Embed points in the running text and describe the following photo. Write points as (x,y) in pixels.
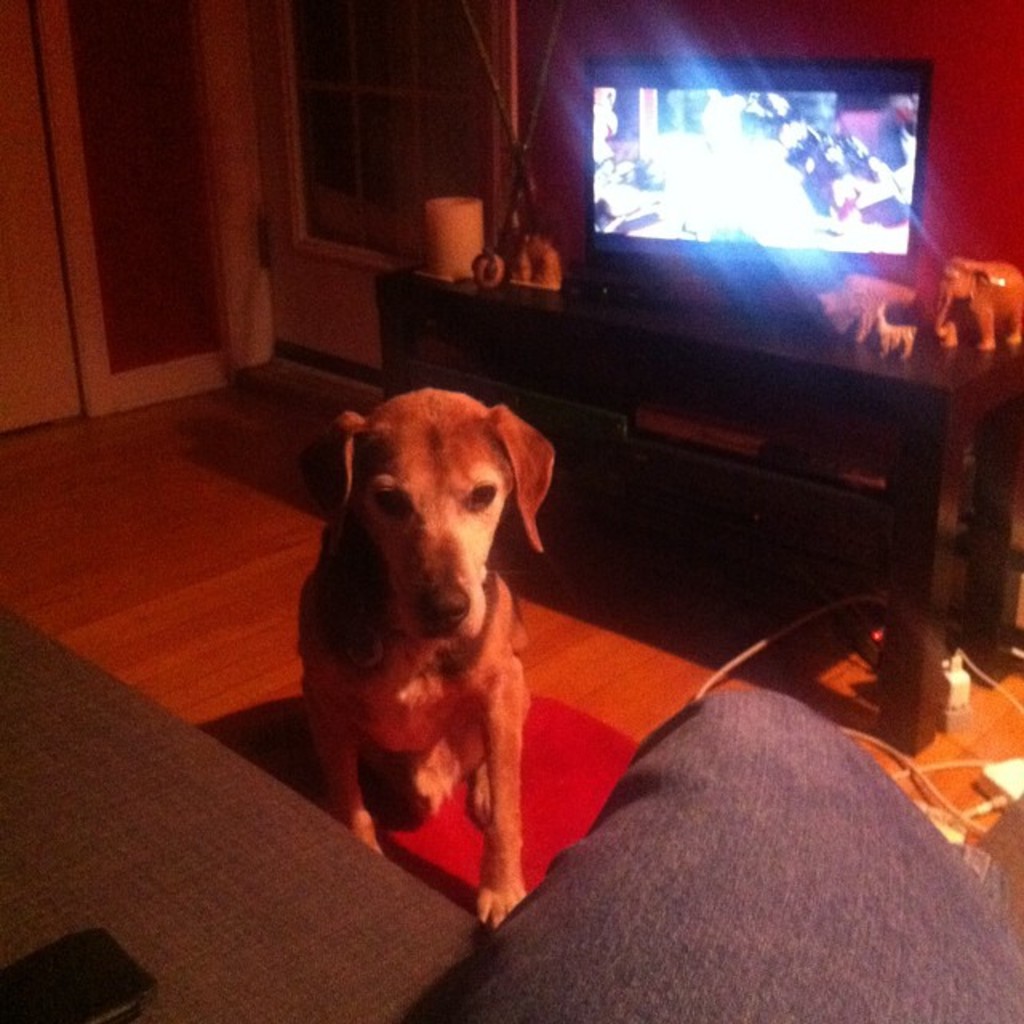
In the middle of the image (379,440), there is a dog (379,464) sitting on the red color mat (551,759) which is on the floor (224,626). Beside this dog (331,753), there is a sofa (216,921). In the background (852,129), there is a television (762,59) and there are toys (942,295) on the table (971,325) and there is a wall (922,295).
